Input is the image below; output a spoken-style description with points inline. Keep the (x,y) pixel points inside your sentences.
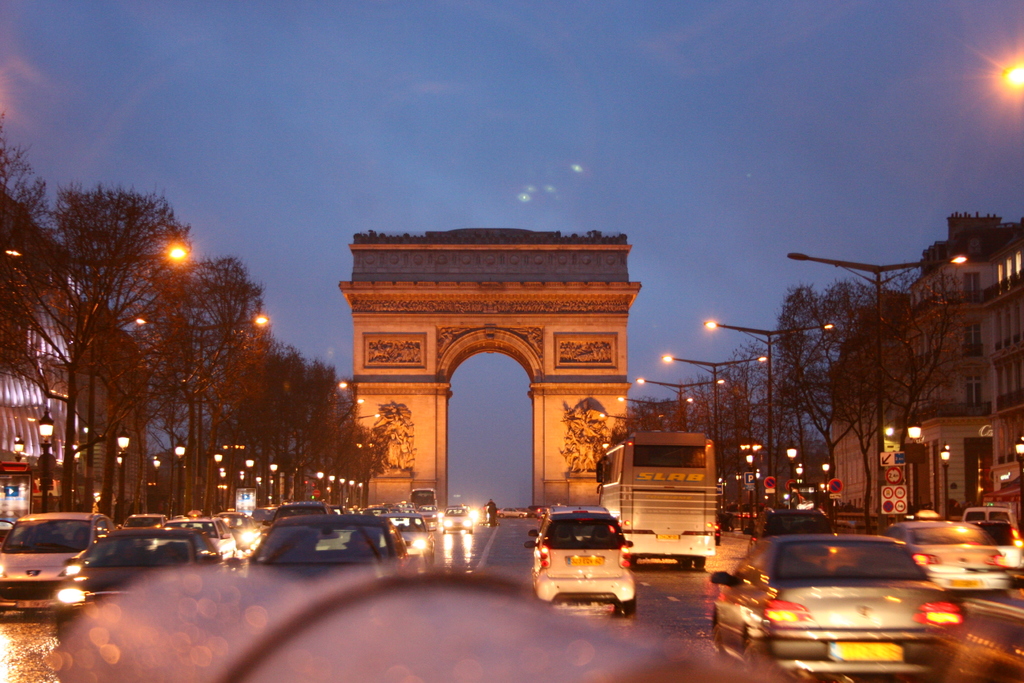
At the center of the image (532,344) there is an Arc (420,433). On the right (875,358) and left side of the image (320,394) there are buildings (938,412), trees (894,408) and utility poles (881,405). In the middle of the image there is a road (687,605). On the road (651,578) there are many vehicles (629,597) passing. In the background of the image (570,163) there is the sky (707,227).
